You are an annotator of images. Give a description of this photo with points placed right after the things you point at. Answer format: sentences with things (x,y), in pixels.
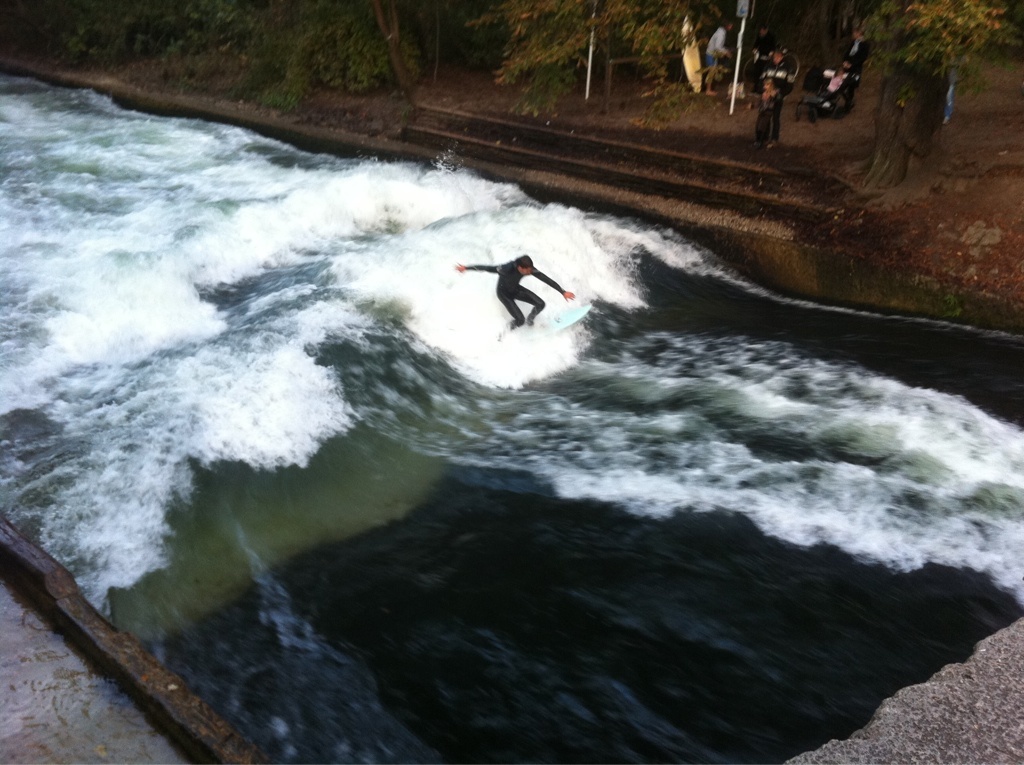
In this picture there is a person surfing on the water (418,457). At the back (772,143) there are group of people (853,42) standing and there are poles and there is a surf board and there are trees (653,53). At the bottom (631,592) there is water (536,604). In the foreground (1017,747) there is a wall (968,752).
